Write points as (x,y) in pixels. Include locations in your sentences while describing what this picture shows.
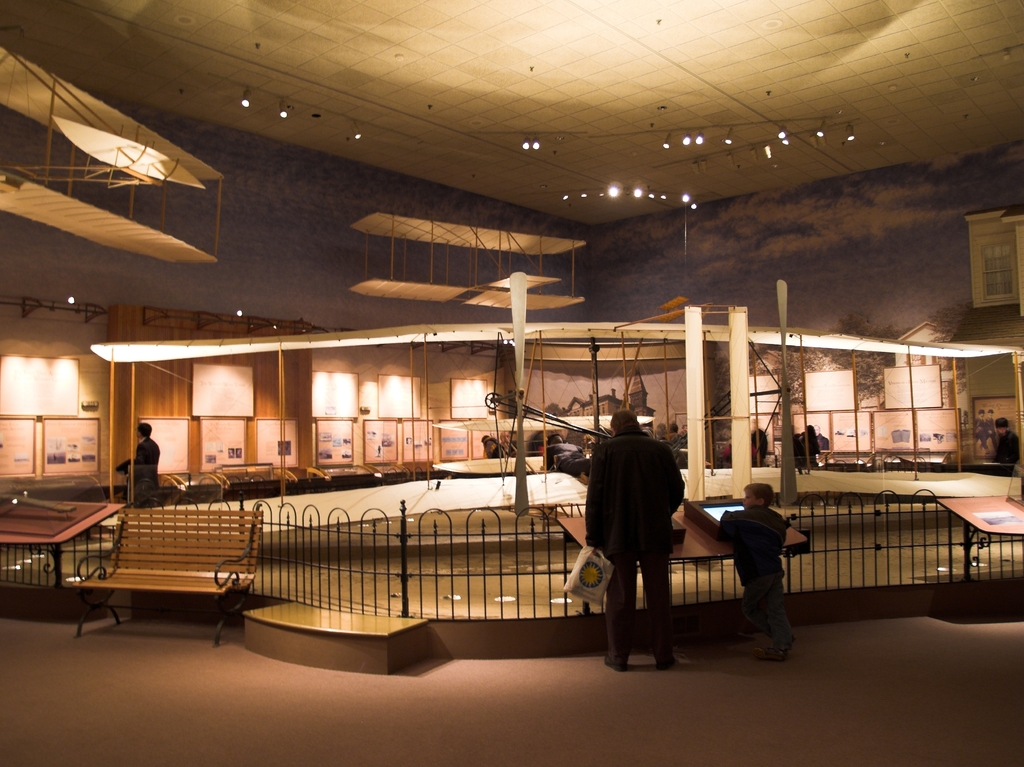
In this image I can see some people (650,572) are standing in front of the railing (484,574). To the left (169,555) there is a bench (169,555). In the back (324,395) there are some boards (468,406) attached to the wall (436,405).
